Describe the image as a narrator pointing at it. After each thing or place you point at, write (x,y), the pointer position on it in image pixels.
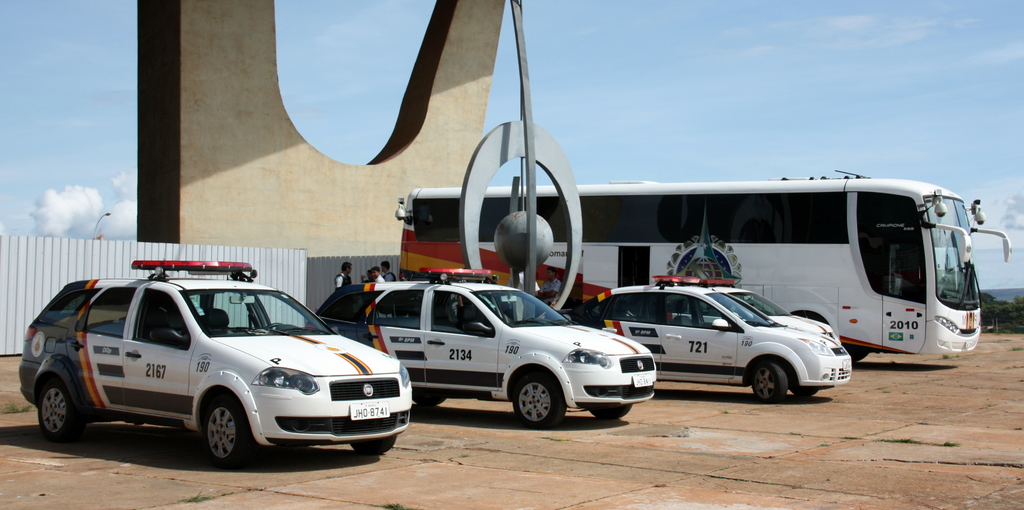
In this image, there are a few vehicles (543,192) and people (542,286). We can see the ground (628,433). We can see some grass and the fence (14,266). We can see some trees (999,305) and a metallic object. We can see an architecture (443,140) and the sky (746,85) with clouds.
